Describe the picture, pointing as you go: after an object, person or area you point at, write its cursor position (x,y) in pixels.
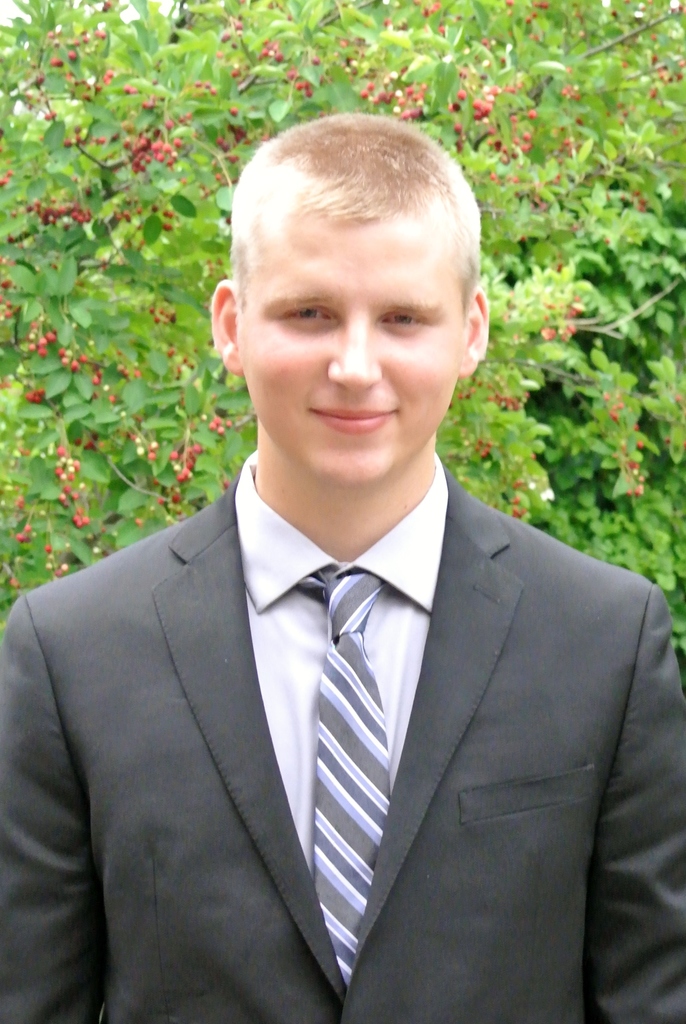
In this image there is a person (421,310) wearing a suit (427,783) and tie (333,583). Behind him there is tree (195,318) having many leaves (516,279) and fruits (145,146) to it.
